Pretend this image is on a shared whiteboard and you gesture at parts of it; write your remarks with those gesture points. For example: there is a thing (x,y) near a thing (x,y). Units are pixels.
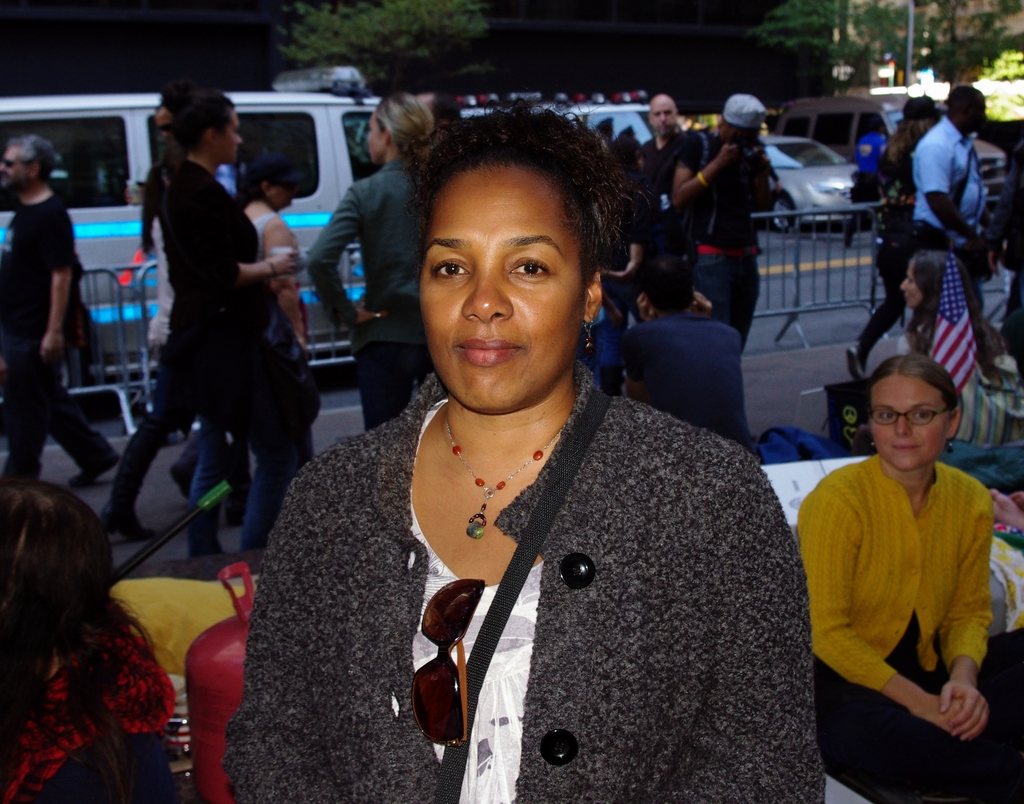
In the center of the image (534,429) we can see a lady (534,607) standing. She is wearing a jacket (583,625). In the background (159,348) there are people (244,317) walking and some of them are sitting. There are vehicles (252,98) on the road (839,256). We can see a fence (103,336). There are trees (330,64).
